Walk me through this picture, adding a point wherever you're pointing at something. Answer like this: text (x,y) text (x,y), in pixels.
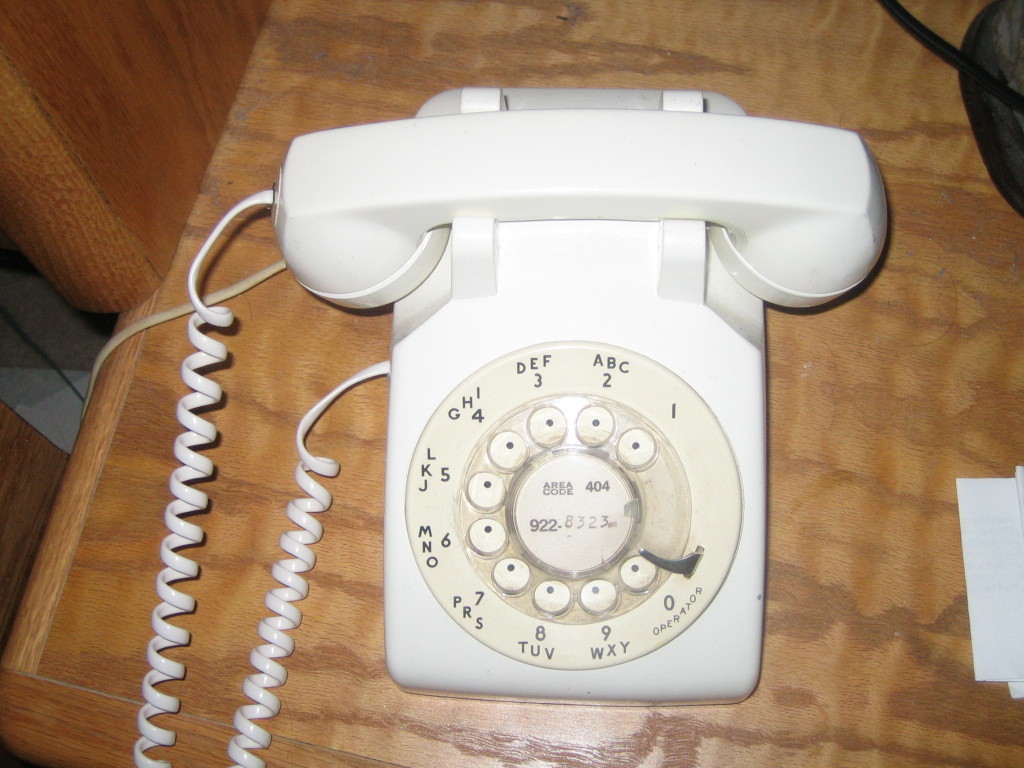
In this image we can see a telephone (448,343) on the wooden table (896,507). We can also see the papers (980,491) and an object (981,97) on the right (985,95).
